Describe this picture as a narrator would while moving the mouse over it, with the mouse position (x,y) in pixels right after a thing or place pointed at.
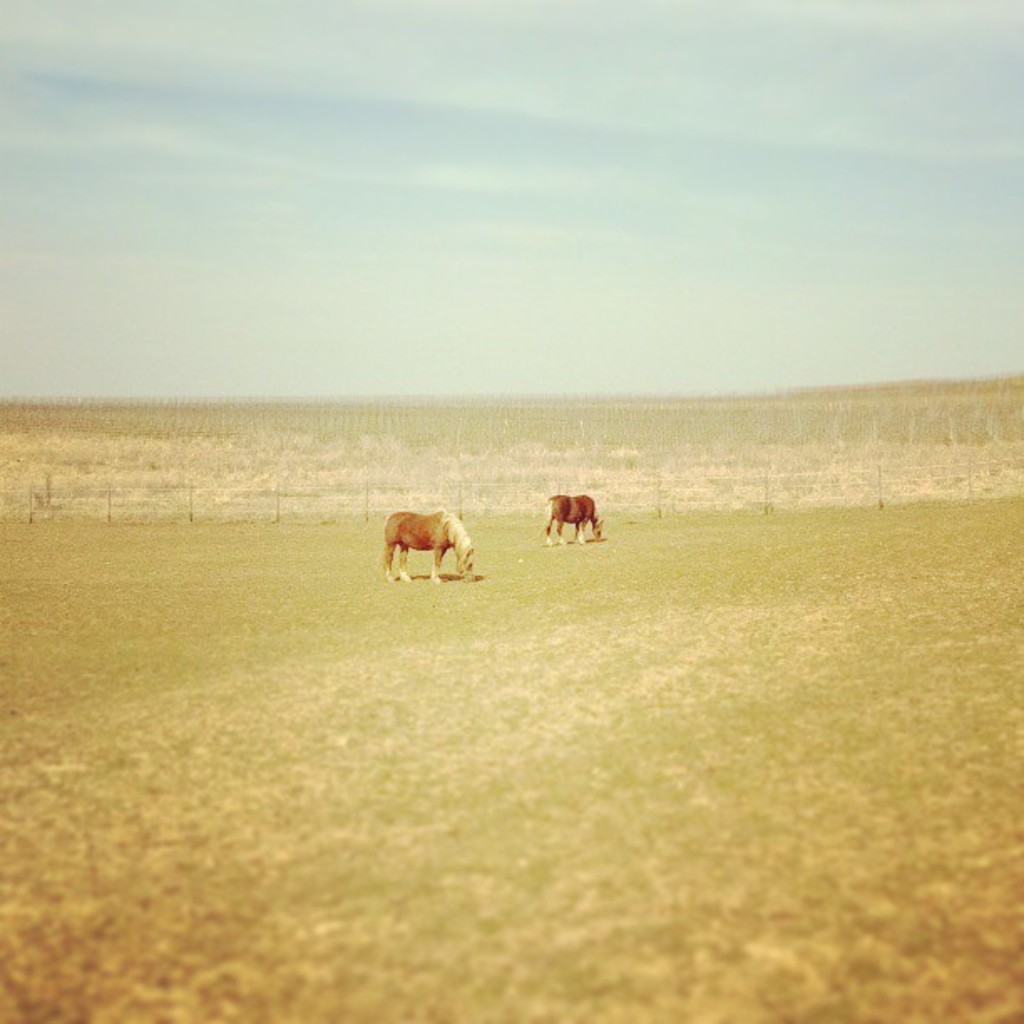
In this picture I can see there are two animals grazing the grass (410,687) and in the backdrop (141,496) there is a fence (67,501) and there are fields (672,429) and the sky (152,361) is clear.
